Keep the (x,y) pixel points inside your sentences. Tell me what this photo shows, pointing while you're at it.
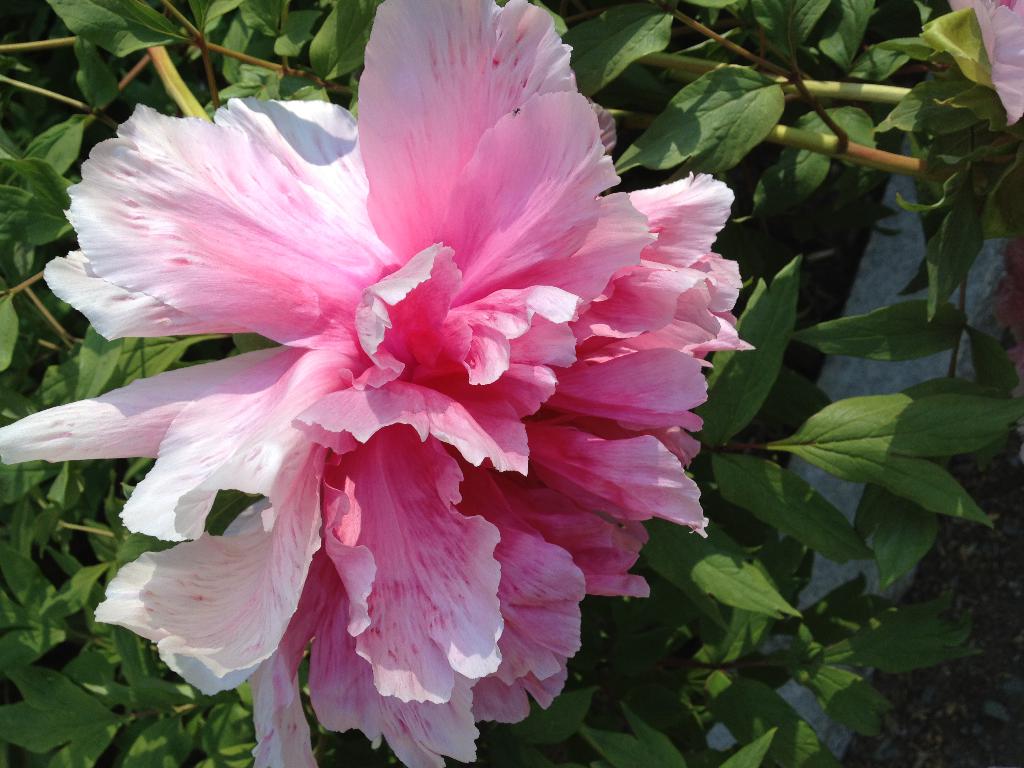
In this picture we can see green leaves (941,126), stems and a flower (394,613). In the top right corner of the picture (1006,61) a flower petal (1001,101) is visible.
